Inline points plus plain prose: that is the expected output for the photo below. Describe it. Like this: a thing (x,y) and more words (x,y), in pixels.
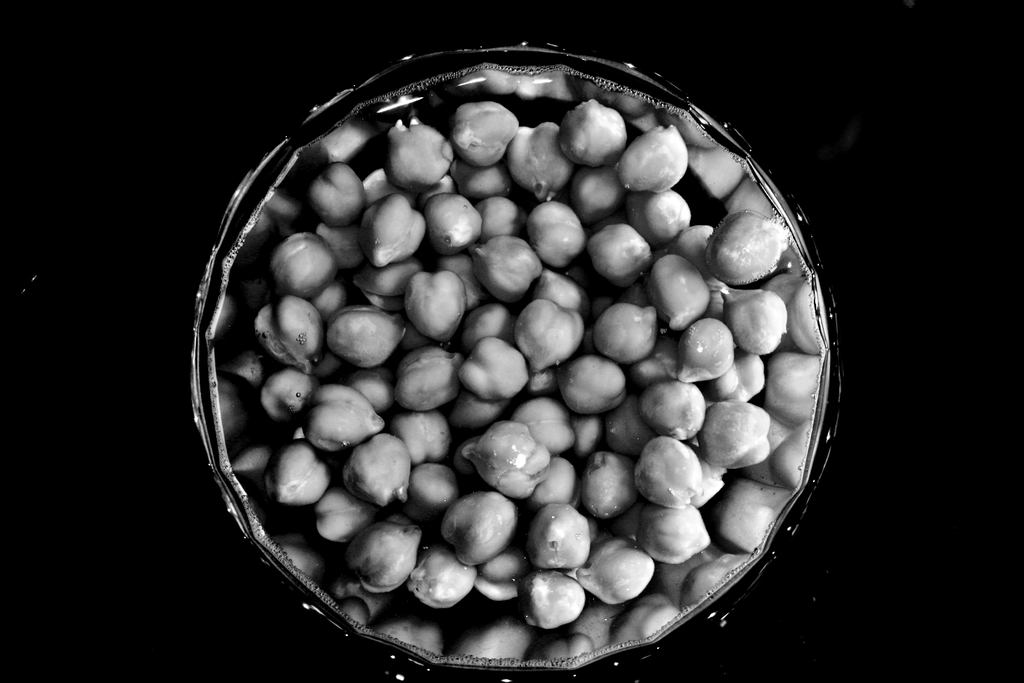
In this picture we can see food (438,453) in the bowl (513,501) and in the background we can see it is dark.
